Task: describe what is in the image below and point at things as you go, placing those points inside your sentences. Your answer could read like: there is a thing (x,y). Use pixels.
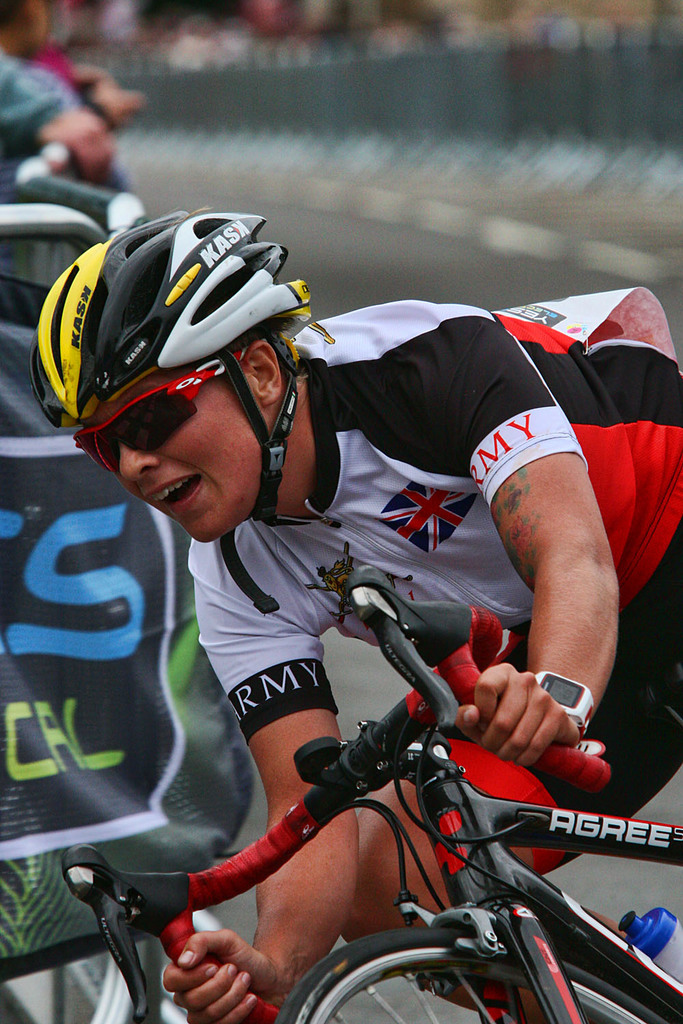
In this image we can see a man (469,552) riding on the bicycle (309,780).
